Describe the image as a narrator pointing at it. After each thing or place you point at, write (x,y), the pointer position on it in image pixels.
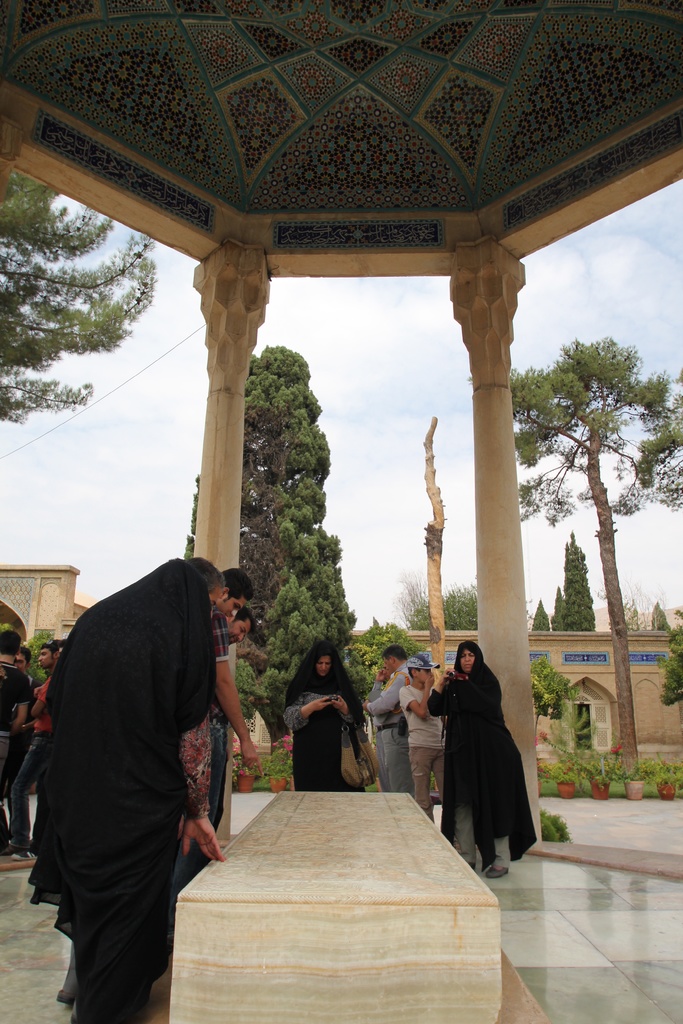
In the picture we can see some people (201,570) are standing near the historical construction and a tomb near them, in the background (586,690) we can see some trees (576,590), buildings (562,639), sky (419,510).
